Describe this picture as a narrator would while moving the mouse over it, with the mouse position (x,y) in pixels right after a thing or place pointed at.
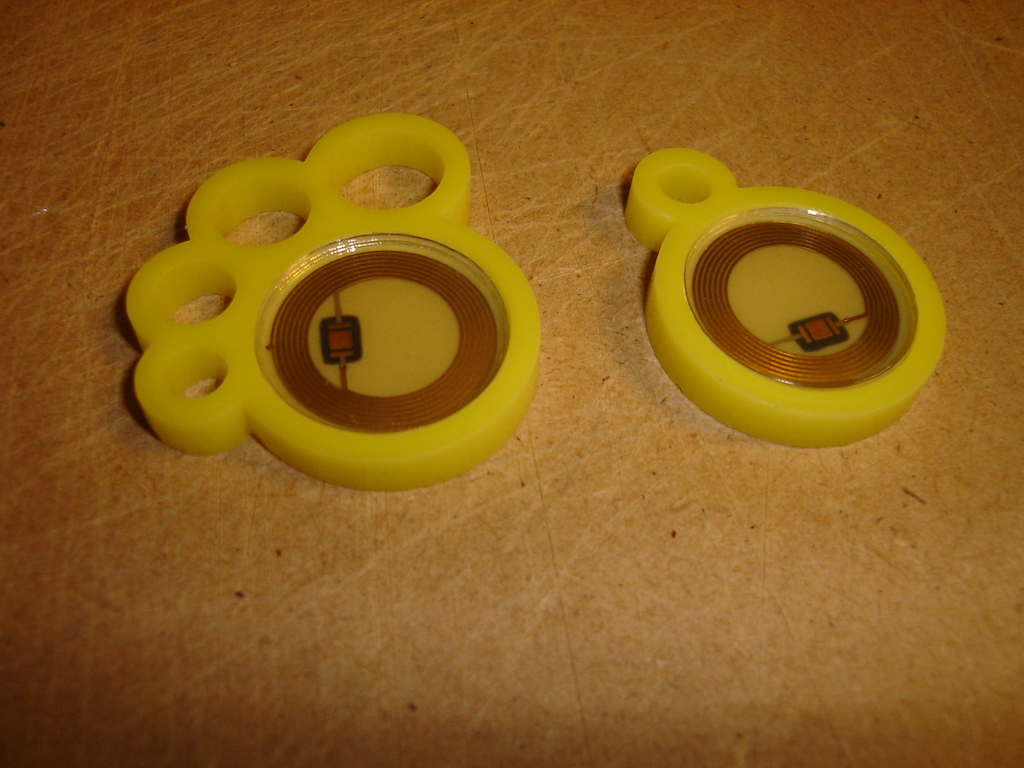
In this picture there are two objects (203,293), on the floor (542,208), they are yellow in color.
